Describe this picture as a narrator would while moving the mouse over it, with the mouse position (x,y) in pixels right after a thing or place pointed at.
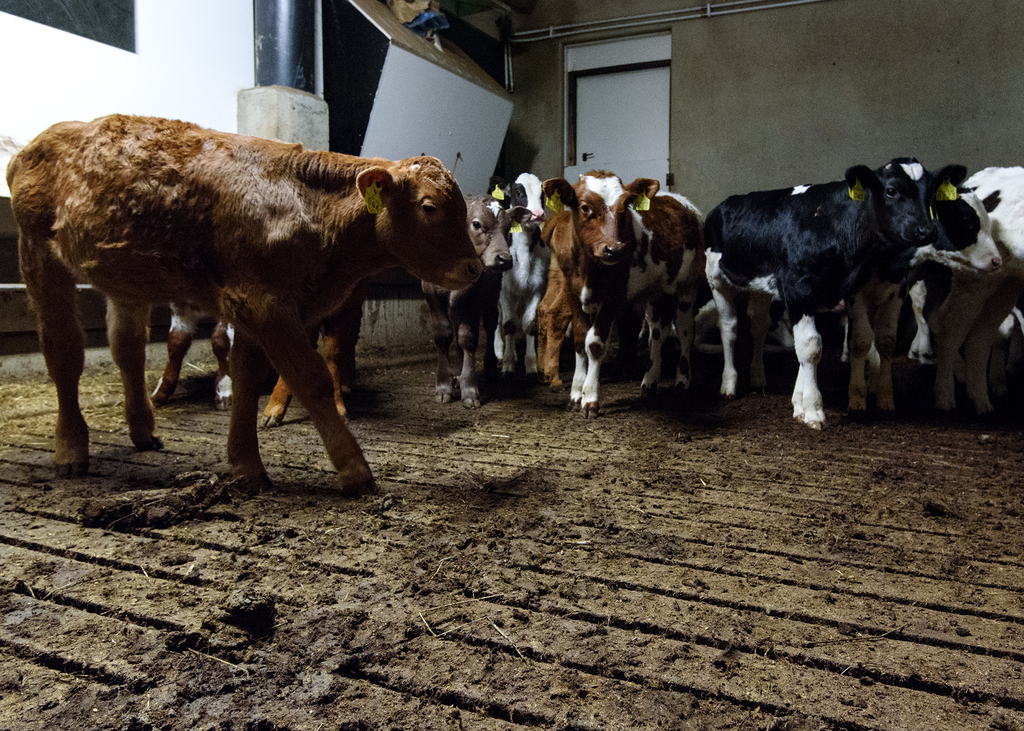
In this image we can see cows (77,332) and dung (190,492) on the surface (653,449). In the background (359,103) we can see objects (457,50), door (625,111) and pipes (532,32) on the wall (863,106).
